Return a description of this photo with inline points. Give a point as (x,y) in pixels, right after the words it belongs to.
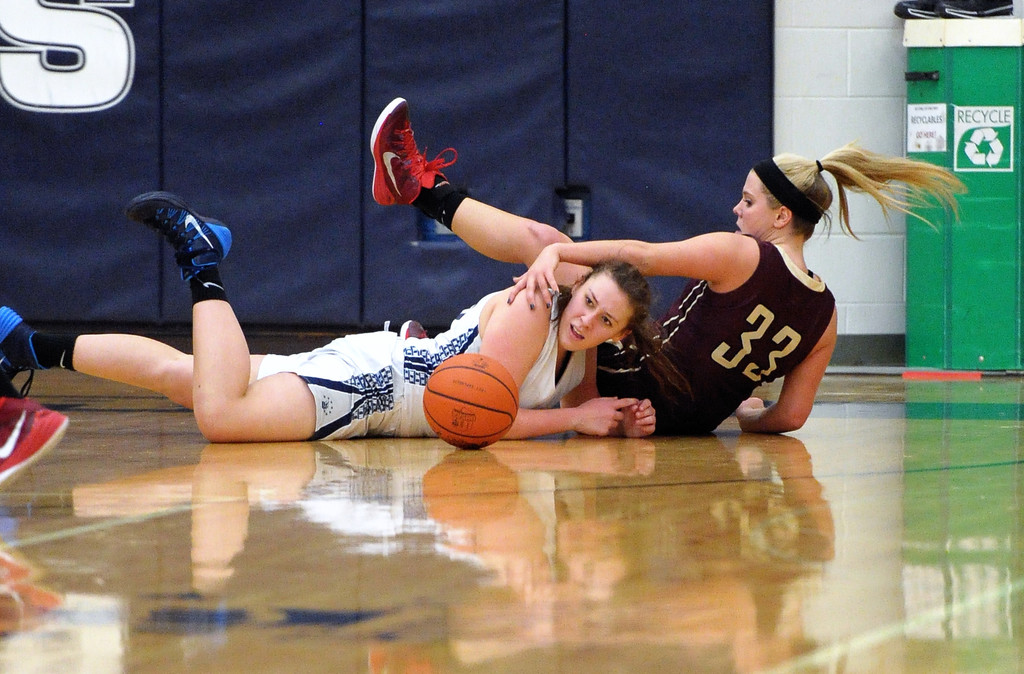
In this image I can see two women (640,341) wearing t-shirts (706,340), shorts (367,372), shoes (204,261) and laying on the floor (763,447). Beside there is ball (509,381). It seems like they are playing a game. In the background (498,82), I can see a blue color curtain (556,82) and wall (835,23). On the right side (980,82) there is a green color board (982,211).
